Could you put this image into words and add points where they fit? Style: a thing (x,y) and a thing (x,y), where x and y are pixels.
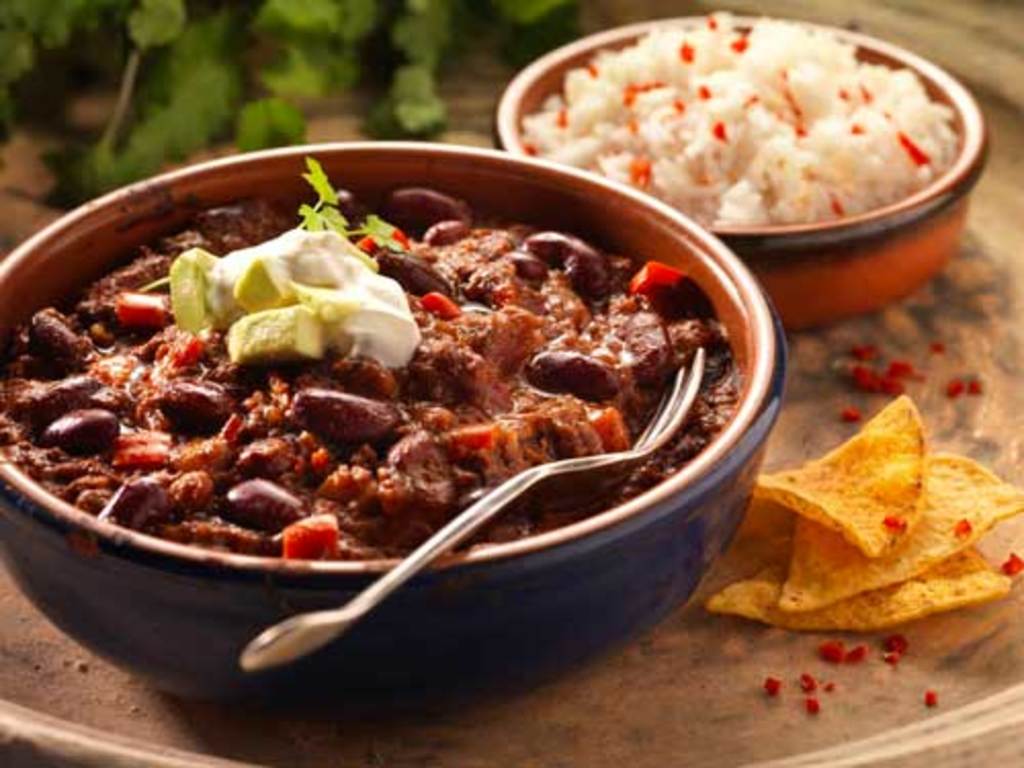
There is a curry (248,207), cream (305,256), leaf (335,189) and fork (591,458) in a bowl (335,668). Which is on the table (895,738). On the table (965,671), there are chips (841,497), rice (803,113) in another bowl (800,293) and leaves (138,50).
